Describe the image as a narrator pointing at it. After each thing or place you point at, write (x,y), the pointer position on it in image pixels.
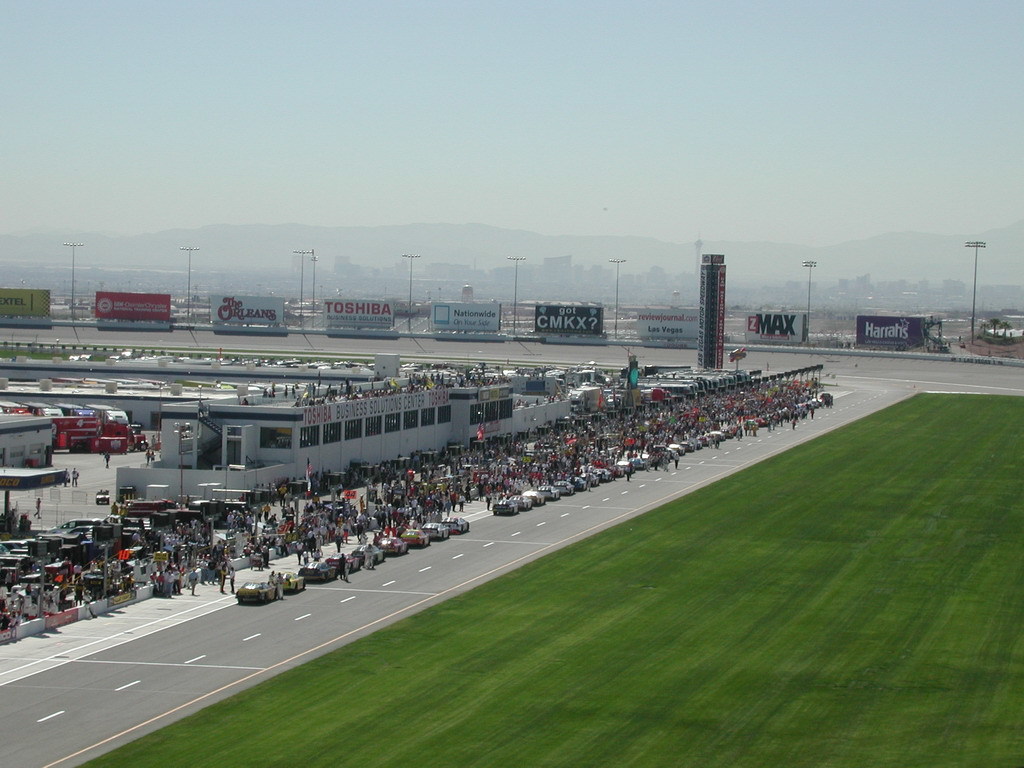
In this image, we can see a crowd (776,396) beside the building (402,423). There are cars (462,524) on the road (690,466). There are some boards (671,323) and poles (74,284) in the middle of the image (616,263). There is a sky (535,129) at the top of the image (527,119).
